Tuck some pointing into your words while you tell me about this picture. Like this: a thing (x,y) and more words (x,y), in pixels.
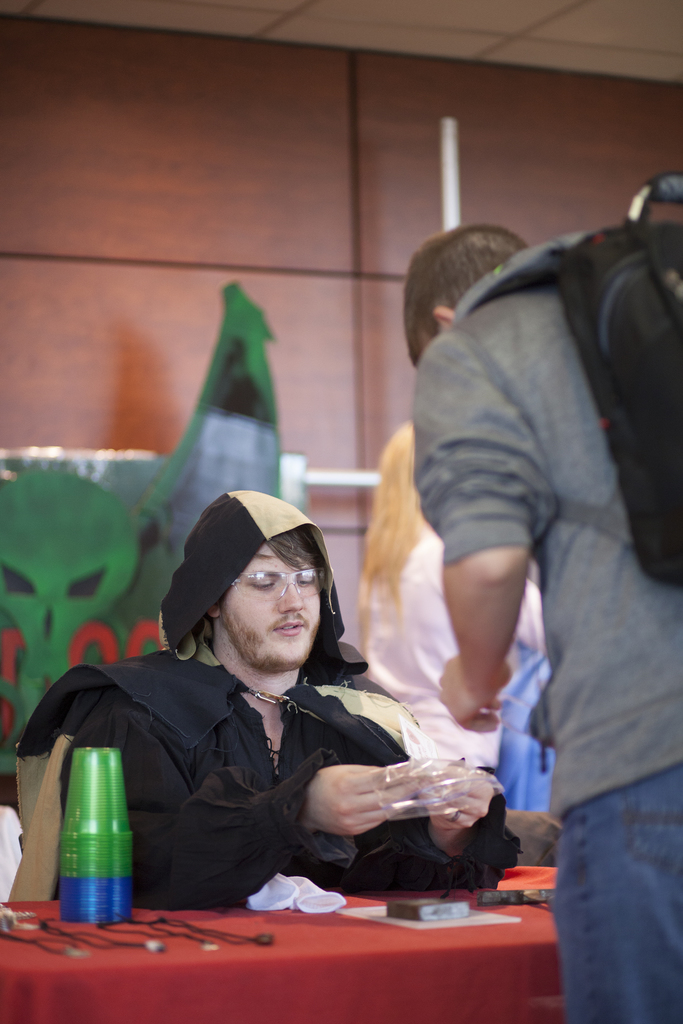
In this image, there are a few people (436,597). We can see the table (428,988) covered with a cloth (363,980) and some objects (267,891) like glasses (99,889) are placed on it. In the background (175,382), we can see the wall (387,208), a pole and an object (138,476). We can also see the roof (238,14).
